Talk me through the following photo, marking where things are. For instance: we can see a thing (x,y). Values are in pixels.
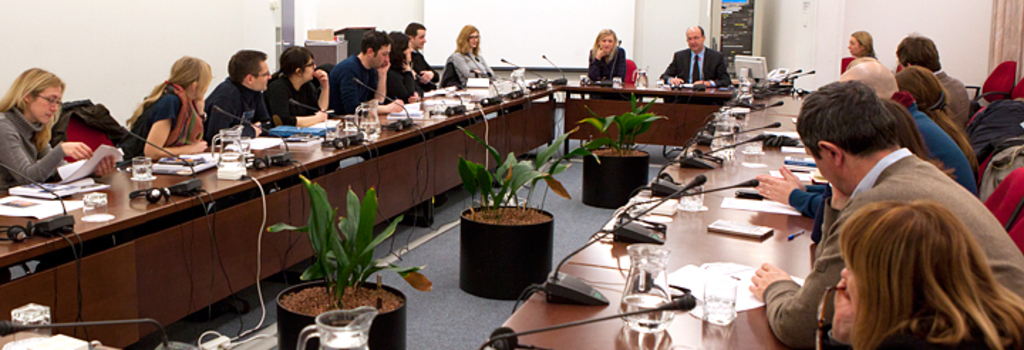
As we can see in the image there a white color wall (150,25), banner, few people (602,32) sitting on chairs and there is a table (7,255). On table (620,333) there are mugs (652,307), glasses (726,288), papers (693,277), tablet (724,222), pen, mobile phone (741,194), mics (138,137), files (190,170) and between table (398,143) there are plants (607,139).
